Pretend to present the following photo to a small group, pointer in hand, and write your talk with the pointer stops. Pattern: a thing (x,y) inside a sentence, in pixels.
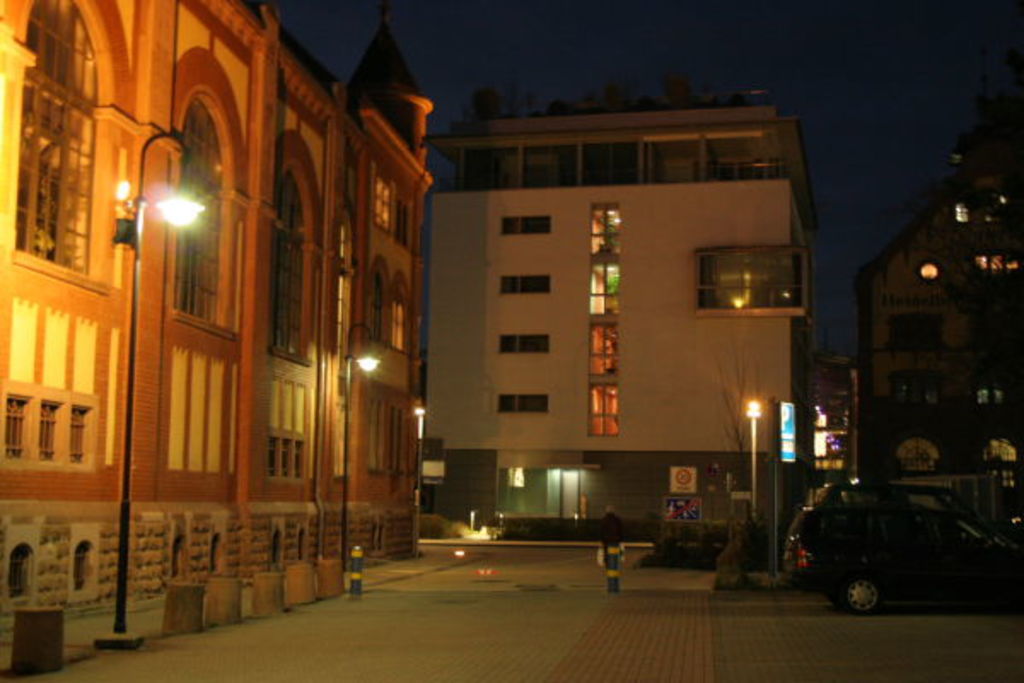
In this image I can see on the left side (143,280) there are street lamps (160,206) and buildings (232,422). On the right side (856,508) there are vehicles (856,508), in the middle (473,434) there are buildings (625,393) with lights (612,400). At the top (626,54) there is the sky (745,43).
